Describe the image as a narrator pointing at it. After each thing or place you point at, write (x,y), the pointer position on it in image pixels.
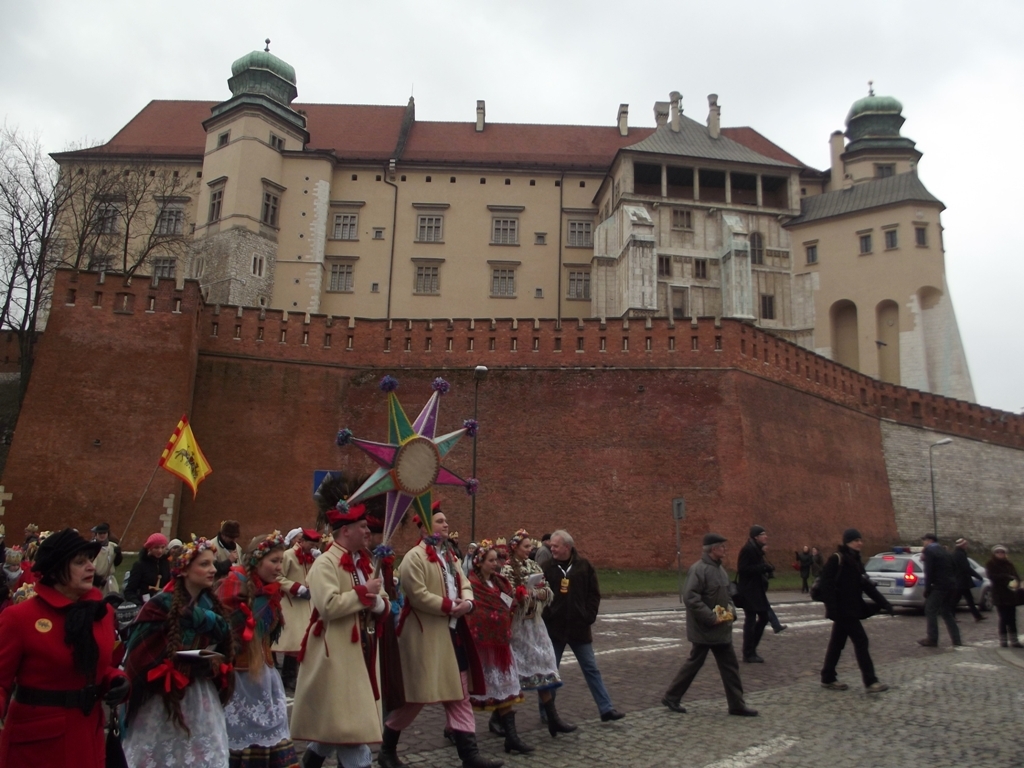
Building (503,252) with windows (340,218). In-front of this building (312,197) there are trees (131,219) and wall (804,455). These are light poles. Here we can see people (98,660) and vehicle (895,586). This man (104,561) is holding a flag (169,449).
